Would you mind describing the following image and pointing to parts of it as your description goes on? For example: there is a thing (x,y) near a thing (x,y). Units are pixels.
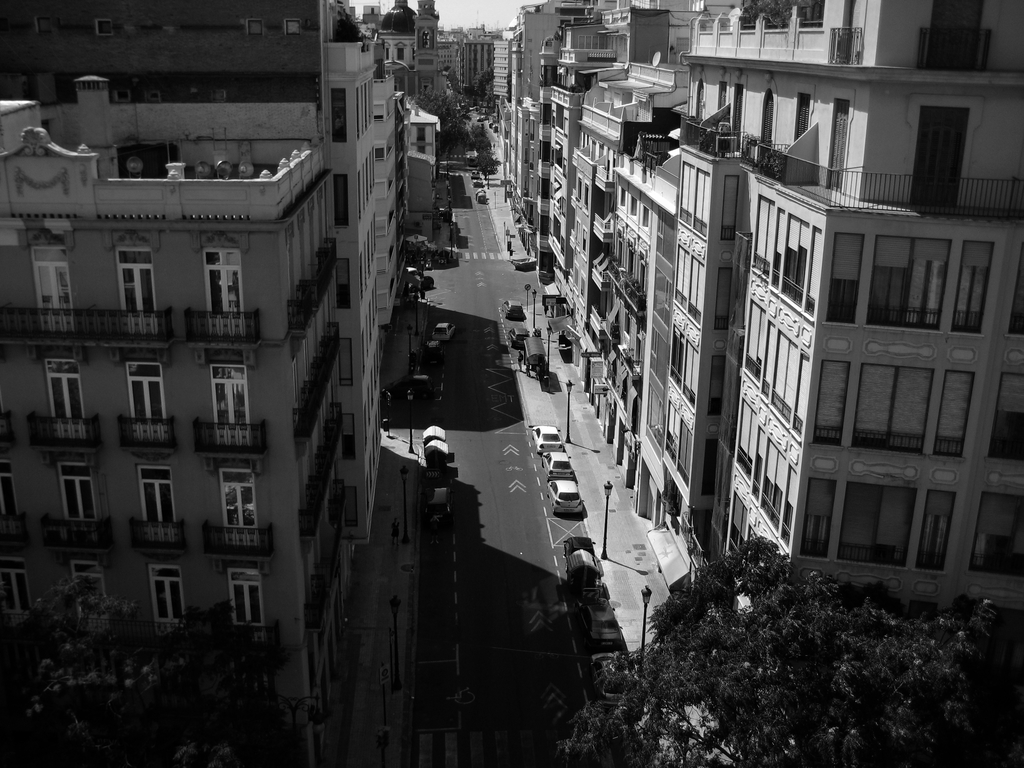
This image is a black and white image. This image is taken outdoors. On the left (234,264) and right sides of the image there are many buildings (186,375). There are few trees (111,655). In the middle of the image (483,384) there is a road (460,553). Many vehicles (562,484) are moving on the road (466,587) and a few are parked on the road (544,572). There is a sidewalk (559,373) and there are few poles (647,610).
